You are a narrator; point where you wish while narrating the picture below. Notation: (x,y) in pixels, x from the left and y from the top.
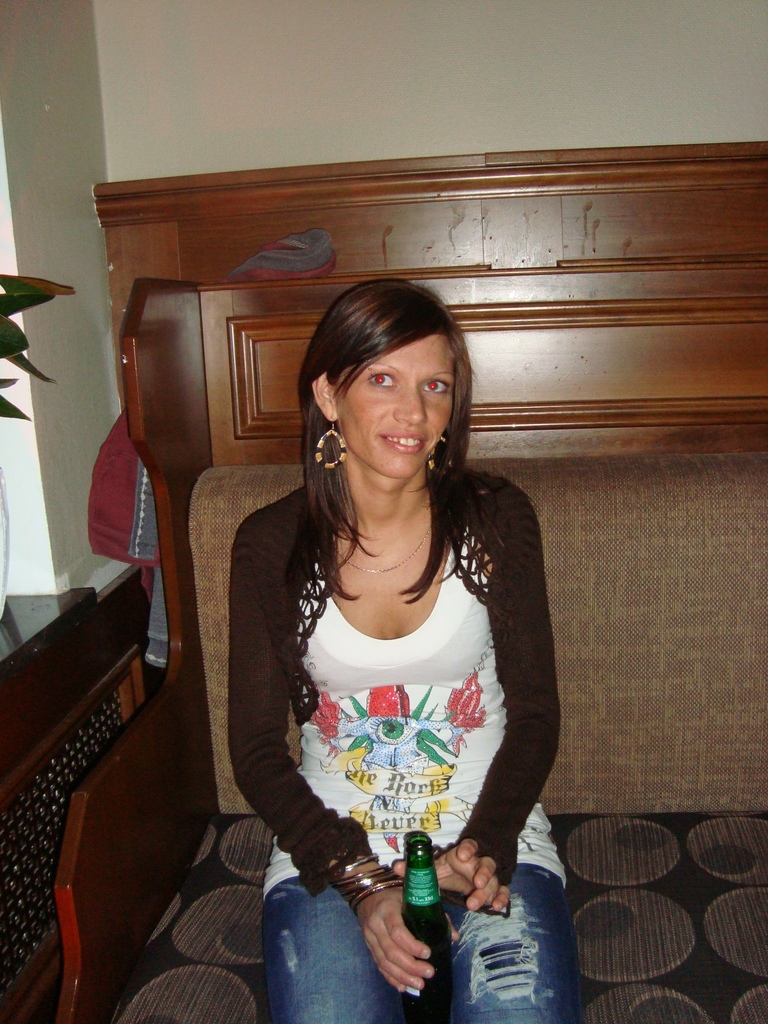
In this image there is a woman (499,855) sitting on the sofa (603,832) holding a bottle (436,958). She is wearing a brown shrug (321,618), white t shirt (383,693) and blue jeans (357,933). In the left corner (8,544) there is a plant (12,353) and a table (78,597). In the background (54,461) there is a wall (319,155).
